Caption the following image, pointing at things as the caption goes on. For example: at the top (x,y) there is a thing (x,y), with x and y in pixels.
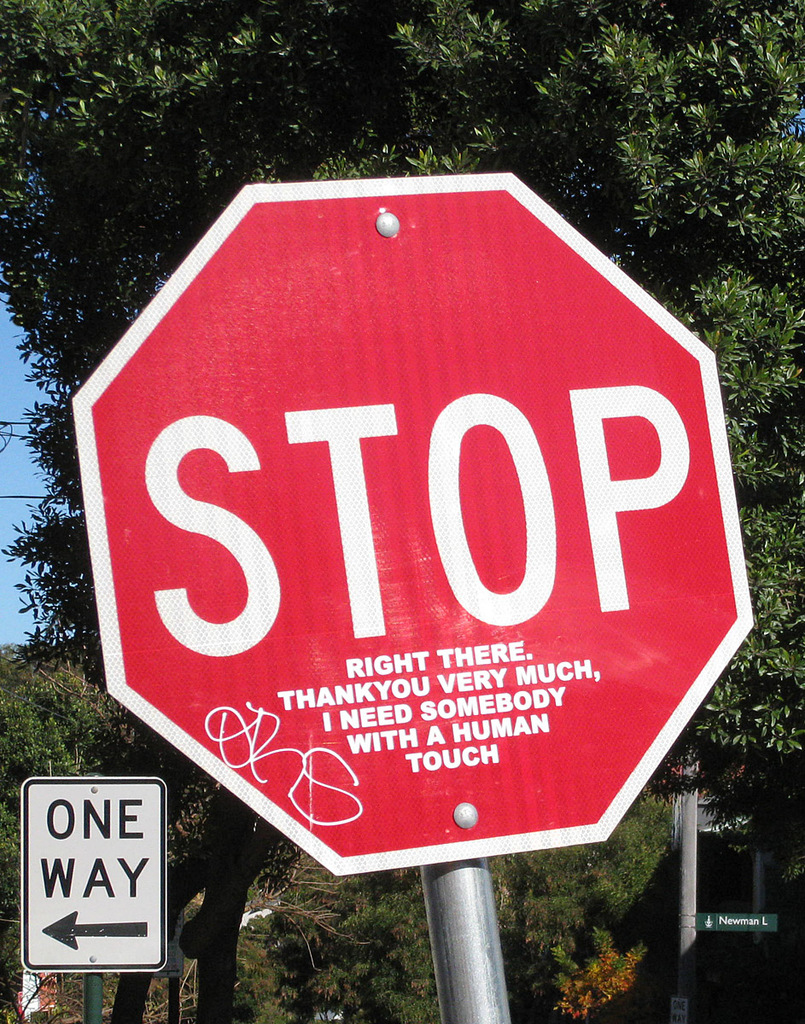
In this picture we can observe red color board (370,617) fixed to the pole (442,902). In the left side (140,907) we can observe white color board (116,843). In the background (283,158) there are trees (306,145) and a sky (43,471).
